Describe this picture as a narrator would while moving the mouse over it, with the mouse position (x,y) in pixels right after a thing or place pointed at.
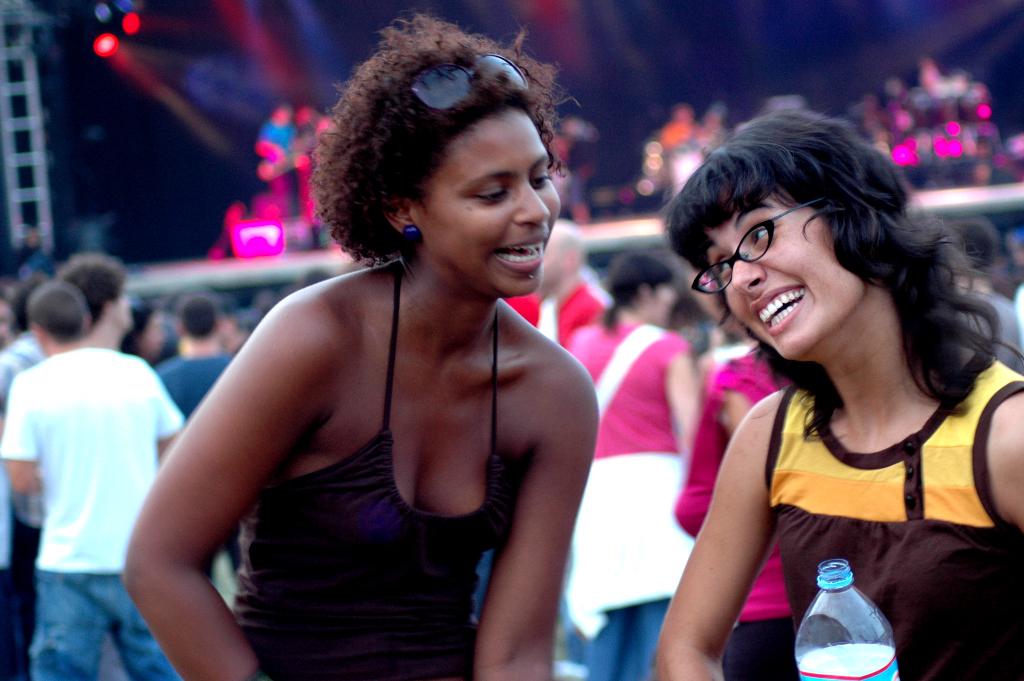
As we can see in the image there are few people (260,487) standing. The women (801,279) on the right side (859,433) is wearing spectacles (765,246) and holding bottle (839,638) in her hand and the background (280,99) is blurry.
